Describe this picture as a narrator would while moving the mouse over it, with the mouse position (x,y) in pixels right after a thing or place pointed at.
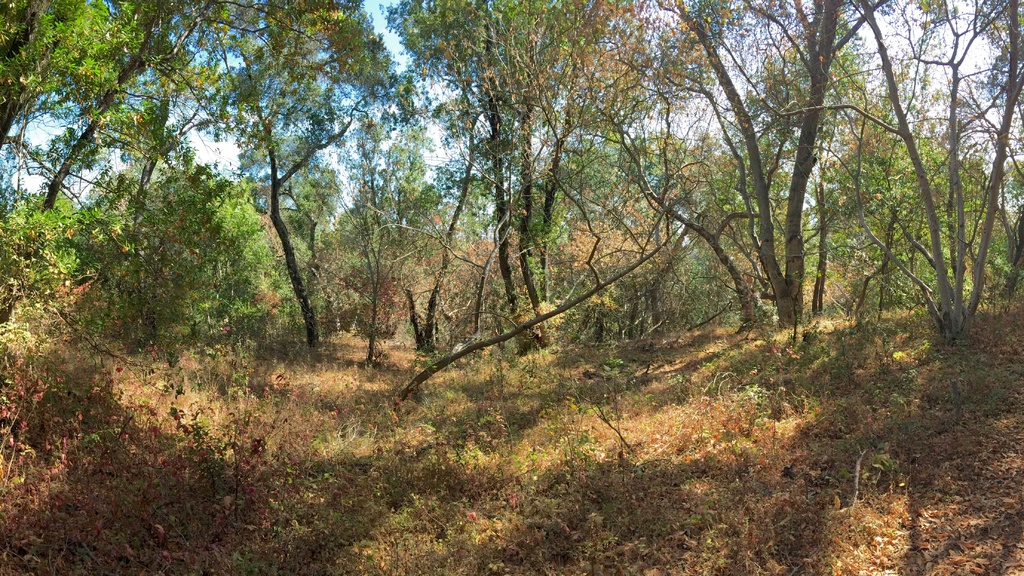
In this image I can see few trees (597,226), grass (668,456) and the sky (869,46) is in blue and white color.
